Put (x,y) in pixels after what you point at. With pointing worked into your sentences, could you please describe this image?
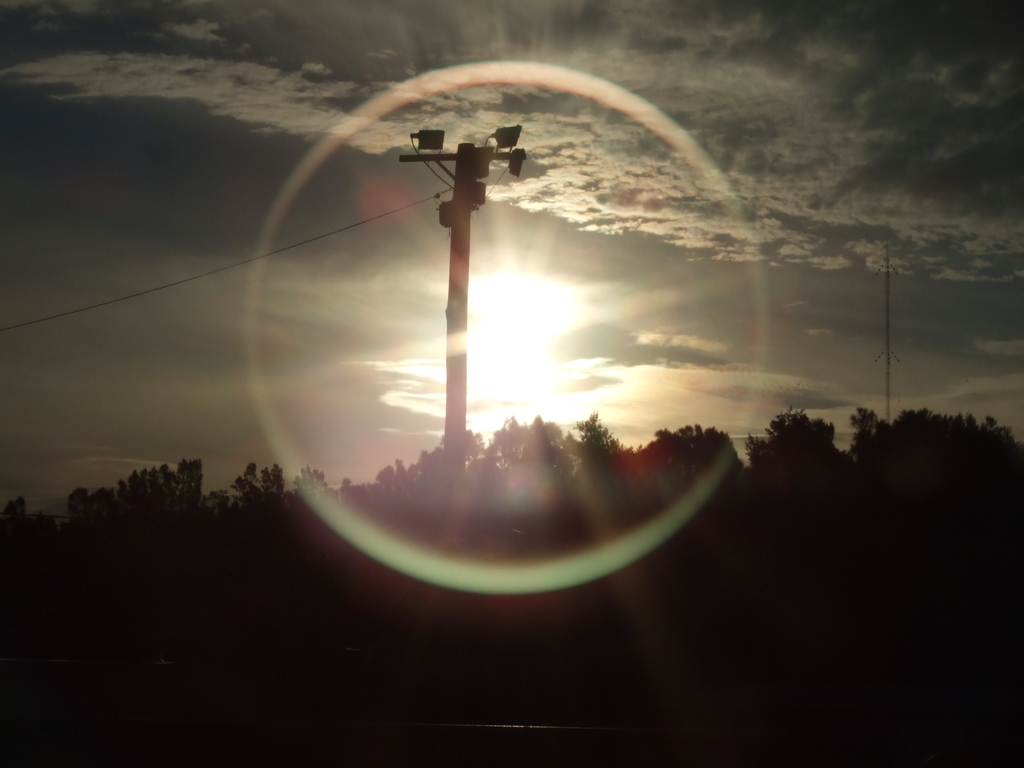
This image consists of many trees (569,539) and plants (31,545). In the middle (456,294), there is a pole (458,262) to which lights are fixed. In the background (355,182), there is a sky (634,315) along with clouds (636,318) and sun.
